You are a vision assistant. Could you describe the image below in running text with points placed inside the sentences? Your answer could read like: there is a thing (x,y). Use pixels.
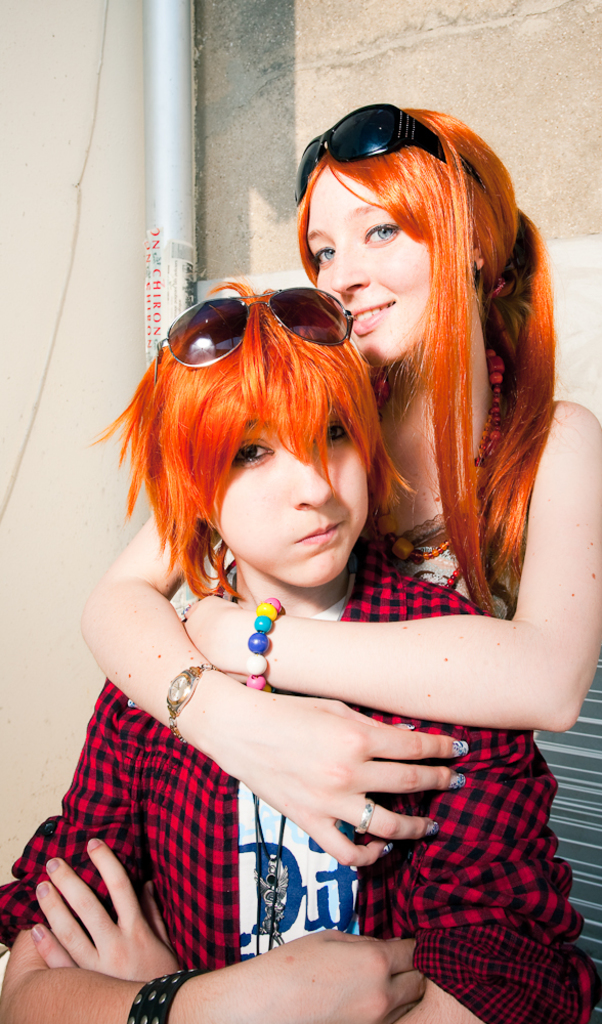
There are two ladies (208,568) keeping goggles (225,301) on the head (305,194). Lady (444,302) on the right side (488,427) is wearing a bracelet (249,646), watch (185,674) and a ring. Another lady (220,509) is wearing a wristband (162,986). In the back (179,139) there is a wall (203,80) and a pipe (179,74).
